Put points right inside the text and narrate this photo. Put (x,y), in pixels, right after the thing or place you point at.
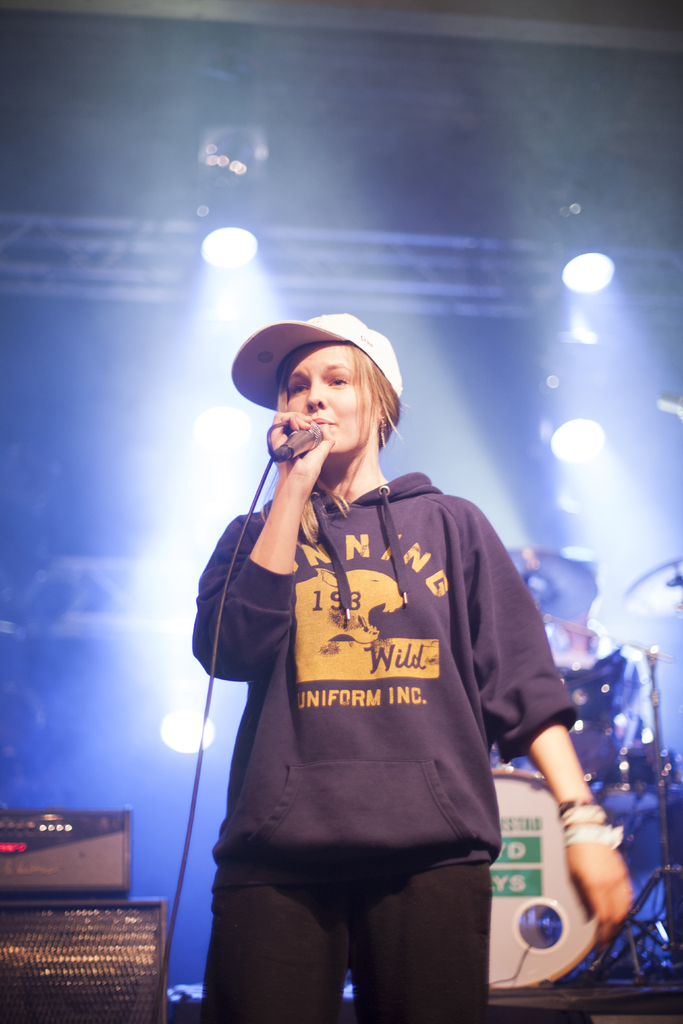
In this picture we can see a woman (301,959) wore a cap (260,385) and holding a mic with her hand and standing and in the background (652,768) we can see drums (652,777), lights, speakers (112,822).
